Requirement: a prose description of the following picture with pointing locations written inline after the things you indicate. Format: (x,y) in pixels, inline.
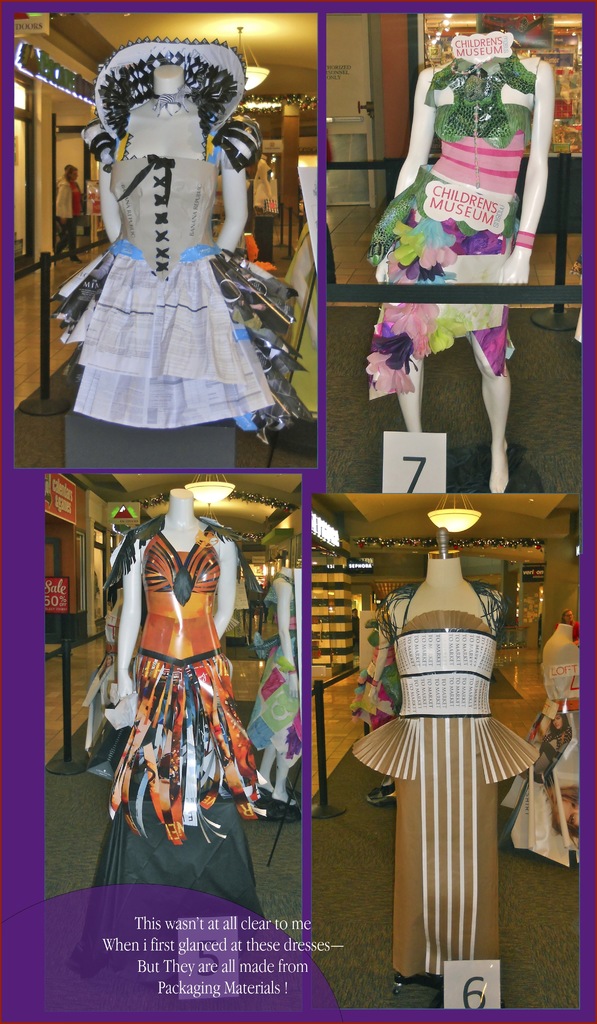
There are four images and white color texts (189,920) on a poster (13,819). In these four images (391,87), there are dolls (145,159) with different colored dresses (461,754). And the background of this poster (18,467) is violet in color.
